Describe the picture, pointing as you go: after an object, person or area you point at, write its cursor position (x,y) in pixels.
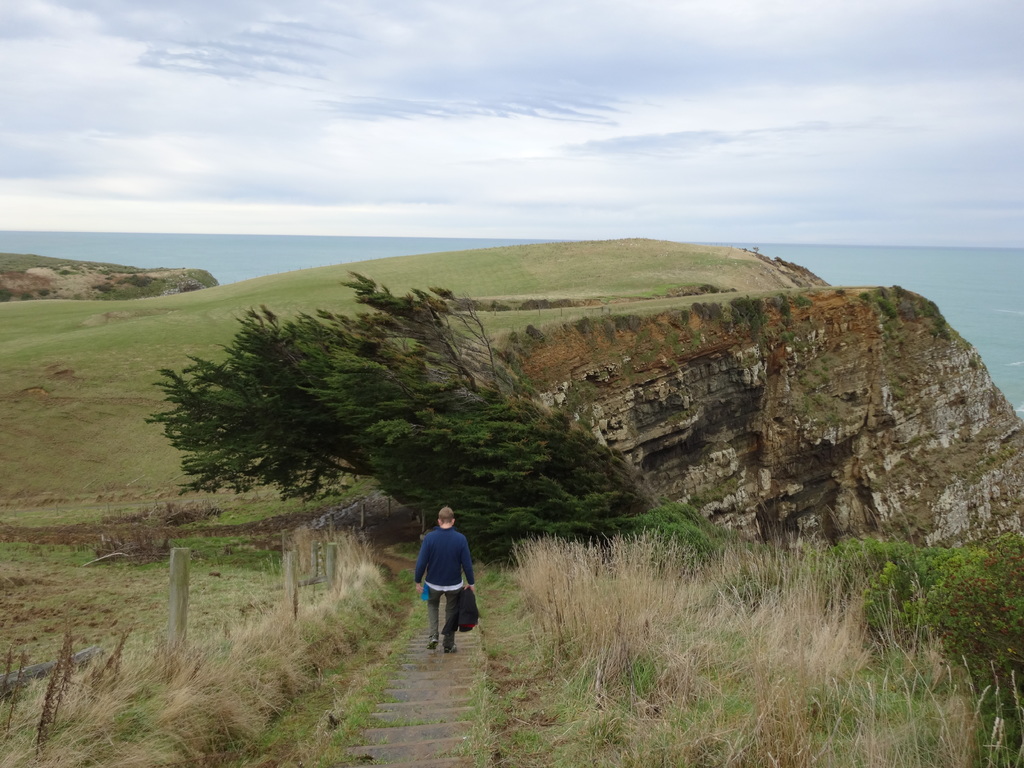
At the bottom of the image (457,578) a man (441,589) holding a bag (474,618) in the hand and walking on the stairs (420,729). On both sides of the stairs (424,719) I can see the grass (503,680). In the middle of the image (363,445) there is a tree (384,447) and a hill (613,344). In the background (474,239) there is an Ocean (889,273). At the top (381,122), I can see the sky (263,82).
